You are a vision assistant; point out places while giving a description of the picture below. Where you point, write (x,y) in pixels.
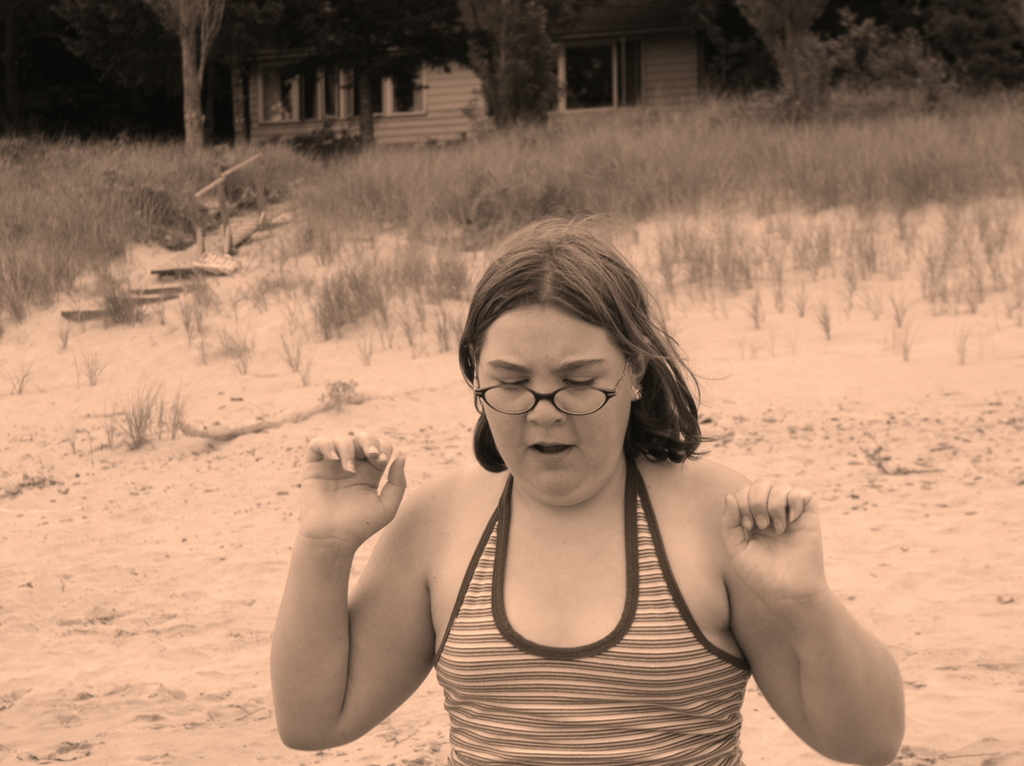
This image consists of a woman (466,524). At the bottom (209,608), there is ground (260,236). And we can see the plants (665,203) on the ground (913,270). In the background (26,15), there are trees (72,32).
